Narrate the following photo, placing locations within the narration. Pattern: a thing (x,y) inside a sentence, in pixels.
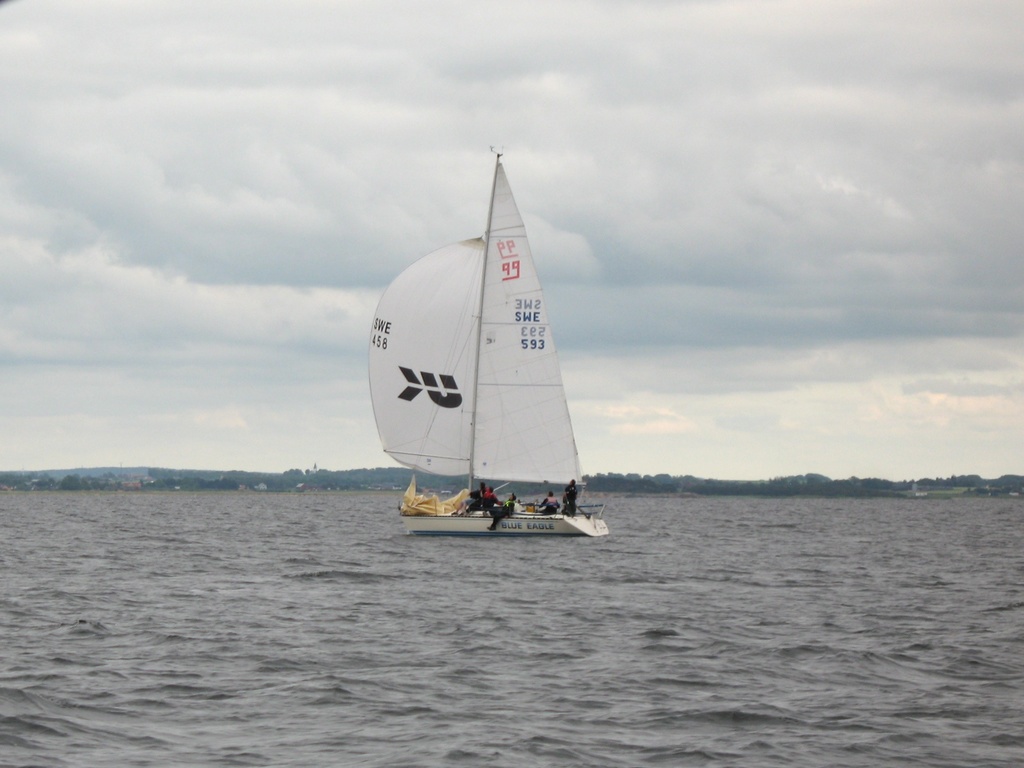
In this picture there is a boat (427,420) on the water (659,536). There are group of people (510,496) sitting on the boat (558,463). At the back (252,480) there are trees (889,489). At the top (430,231) there is sky (533,237) and there are clouds (342,111). At the bottom (520,619) there is water (769,590).
